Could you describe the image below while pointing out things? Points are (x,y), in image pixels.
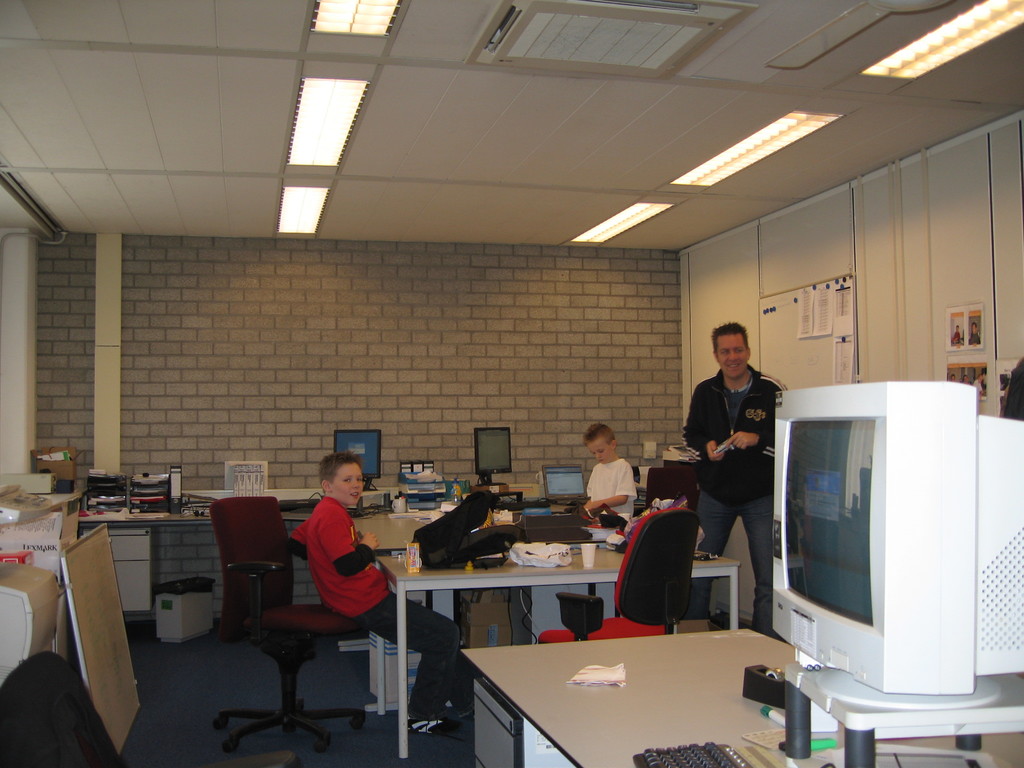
In the image we can see there are people (381,590) who are sitting on chair (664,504) and few people (721,500) are standing and on table (516,569) there are backpack (460,537), monitor (828,658), keyboard (696,767), laptops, file (117,482), glass (581,559), cover (546,548) and on the top (562,53) there are tube lights (750,141) and centralised AC (633,57) and the wall (398,367) is made up of bricks (339,346).
